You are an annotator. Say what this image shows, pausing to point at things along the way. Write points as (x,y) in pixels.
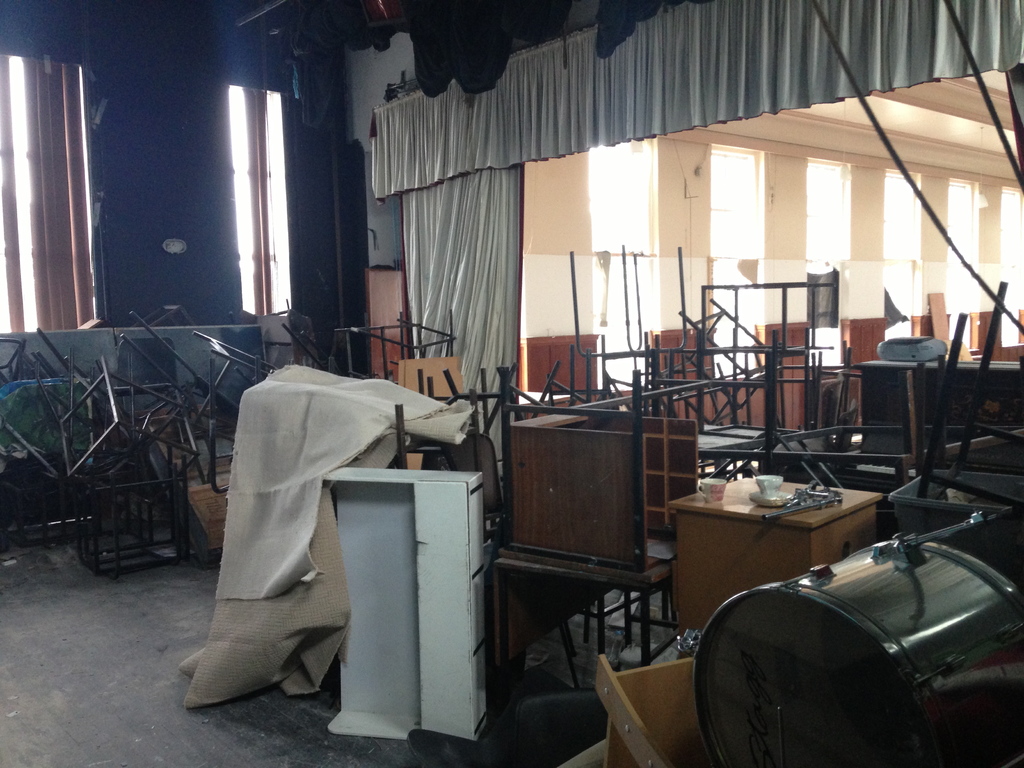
In this image, we can see the ground (135,751). We can see some wooden objects (598,485) like tables (567,495), stools (130,365) and metal objects (152,419). We can also see a desk (814,529) with some objects (791,496) like cups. We can also see a white colored object (441,554) and a container (830,586). We can see some curtains (551,149) and the wall (666,244) with some objects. We can also see some objects (481,60) at the top (450,18).
